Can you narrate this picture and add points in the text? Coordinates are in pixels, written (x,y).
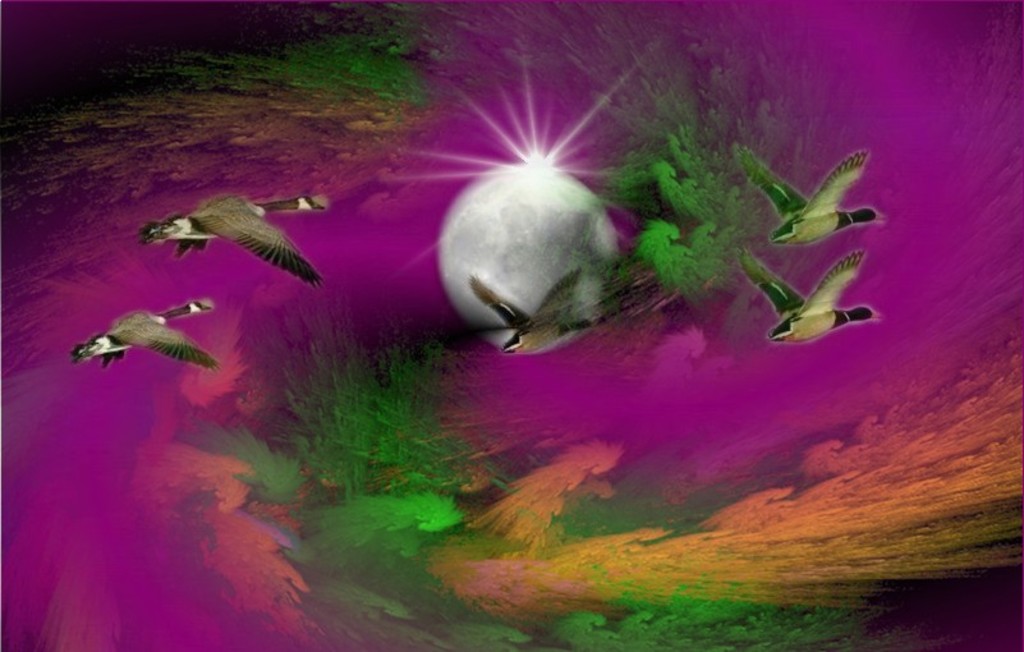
This is an edited image. In this image we can see birds (253,241) are flying, moon (524,214) and in the background (588,397) we can see different colors.
